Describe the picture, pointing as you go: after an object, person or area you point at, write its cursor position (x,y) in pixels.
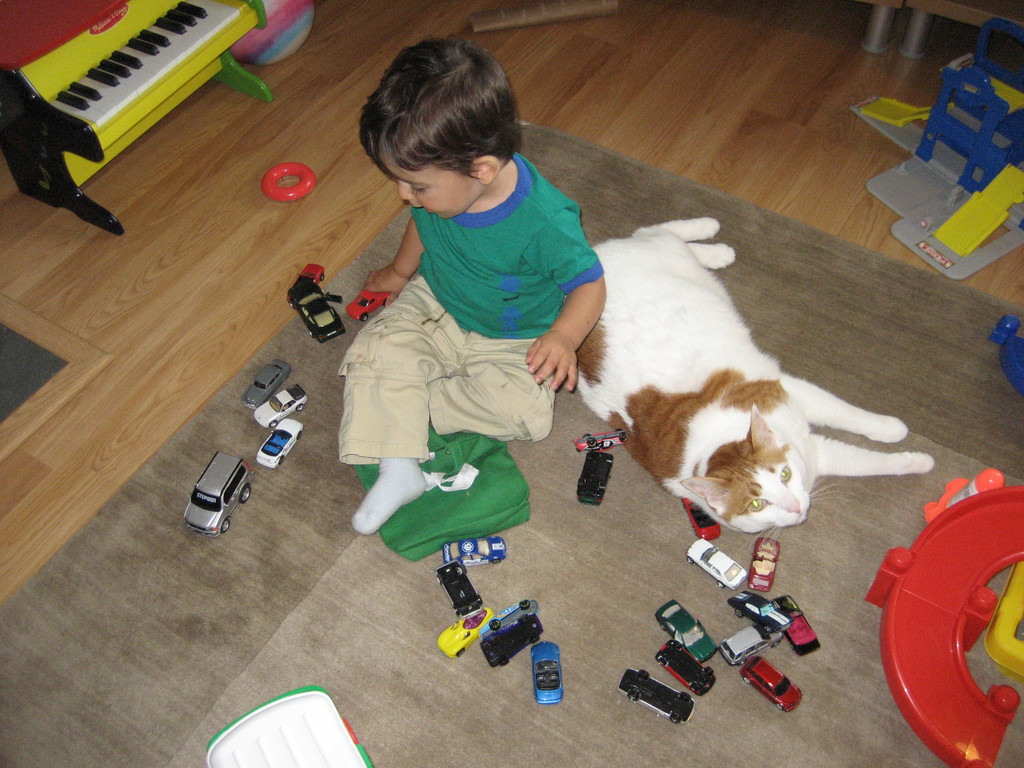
In this image we can see a boy (589,251) playing with toys (360,313) and there is a cat (701,413) lying beside to this boy (551,273).
